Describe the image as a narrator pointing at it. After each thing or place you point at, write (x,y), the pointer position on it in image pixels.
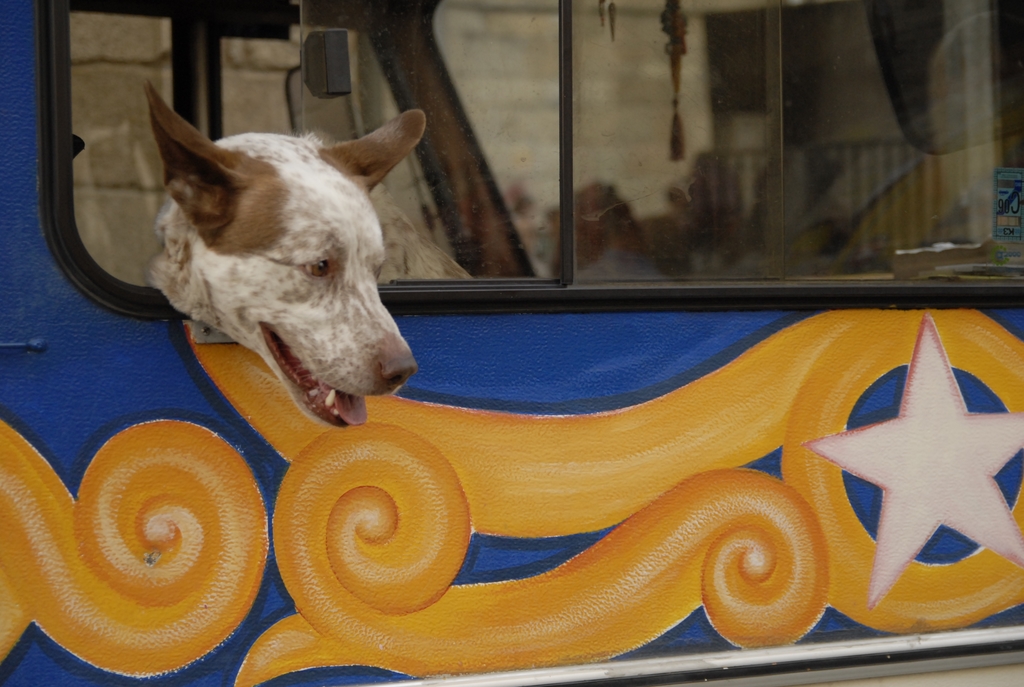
In this image a dog (353,301) is in the vehicle (422,371). Dog (305,379) is keeping its head (270,310) out of the window (453,246) of a vehicle (764,317). Behind the vehicle (343,103) there's a wall (96,150). On the vehicle (623,535) there is some design (552,513) painted on it.
